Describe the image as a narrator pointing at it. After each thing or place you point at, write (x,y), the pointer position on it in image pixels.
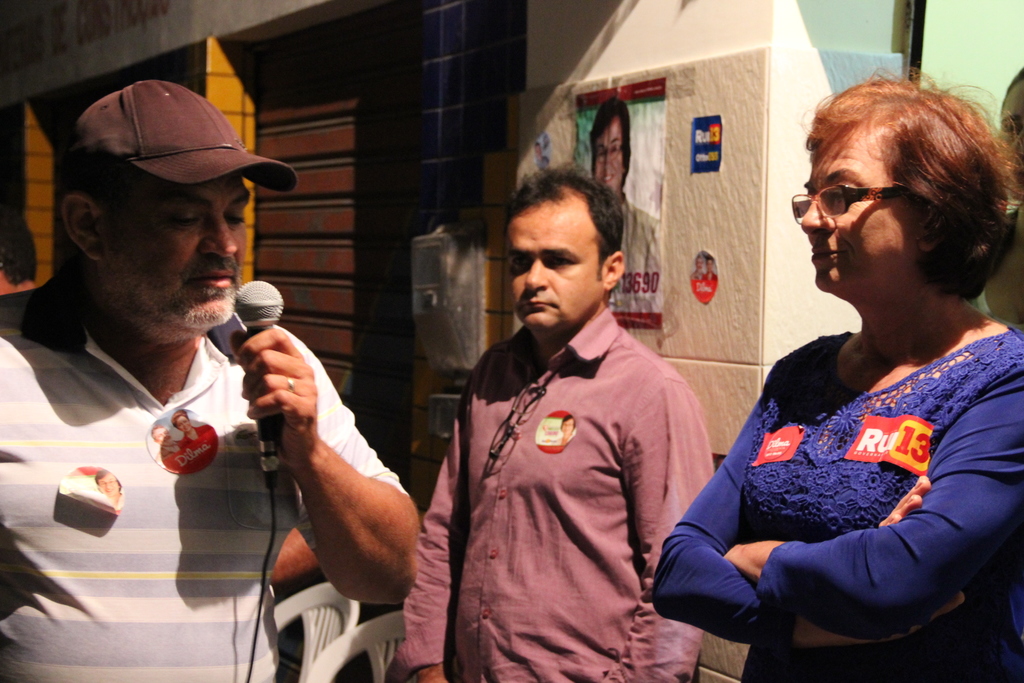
In this picture there are three people (614,382) standing among them one is a women (790,435) in blue shirt (789,484) and the other two are men (253,428) among them one is holding the mic (264,321).
